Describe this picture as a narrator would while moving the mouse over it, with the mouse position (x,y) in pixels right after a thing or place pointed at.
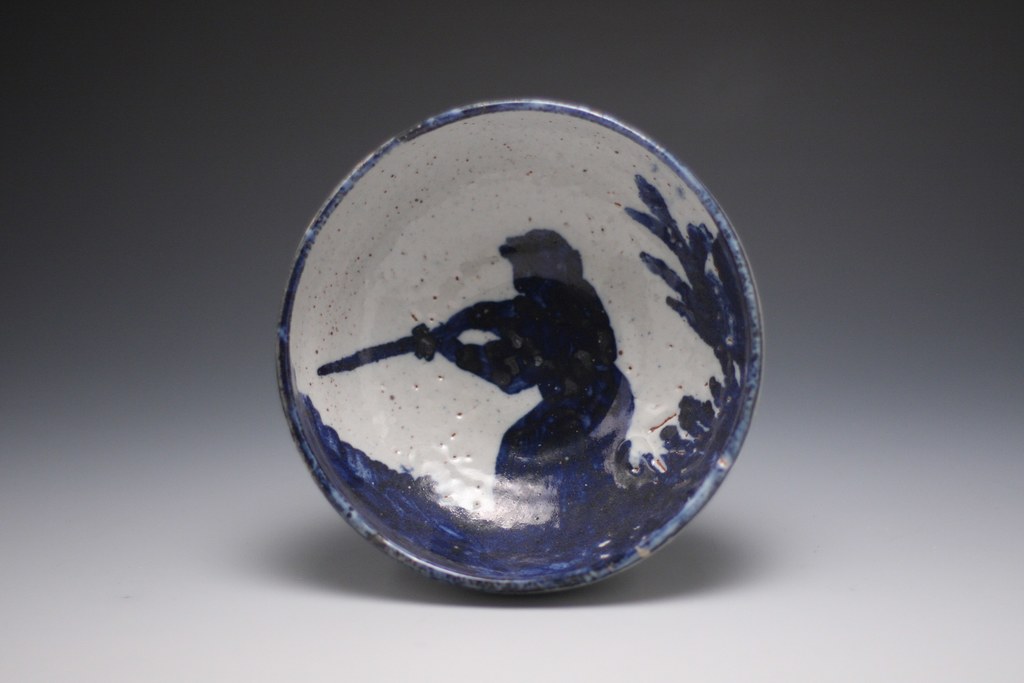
In the center of this picture (675,287) we can see an object (503,449) seems to be the show piece (660,340) on which we can see the picture (545,304) of a person (498,348) holding some object (404,345) and squatting. In the background (115,529) we can see an object (467,631) seems to be the table (208,561).
